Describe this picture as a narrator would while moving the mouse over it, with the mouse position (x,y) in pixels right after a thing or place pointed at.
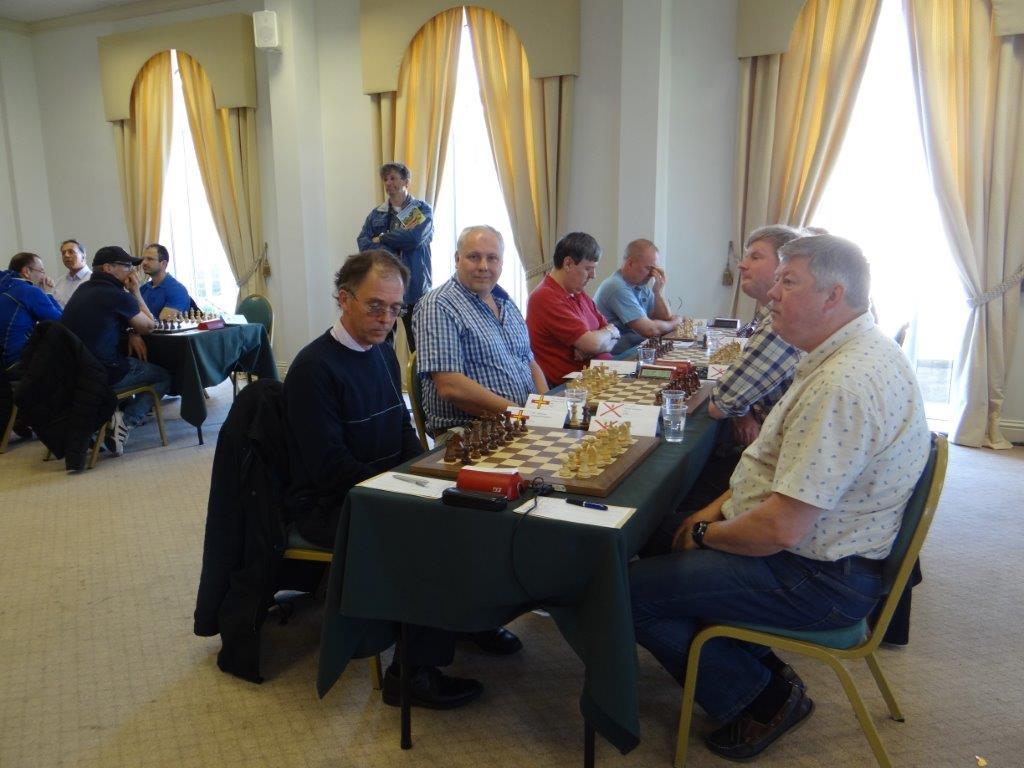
In the image we can see there are people (659,324) who are sitting on chair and on the table (574,490) there are chess boards (573,449) with coins (597,455) and glasses (666,417) are kept. A man (398,220) is standing over here and people (107,346) are sitting on the chair (151,392).
